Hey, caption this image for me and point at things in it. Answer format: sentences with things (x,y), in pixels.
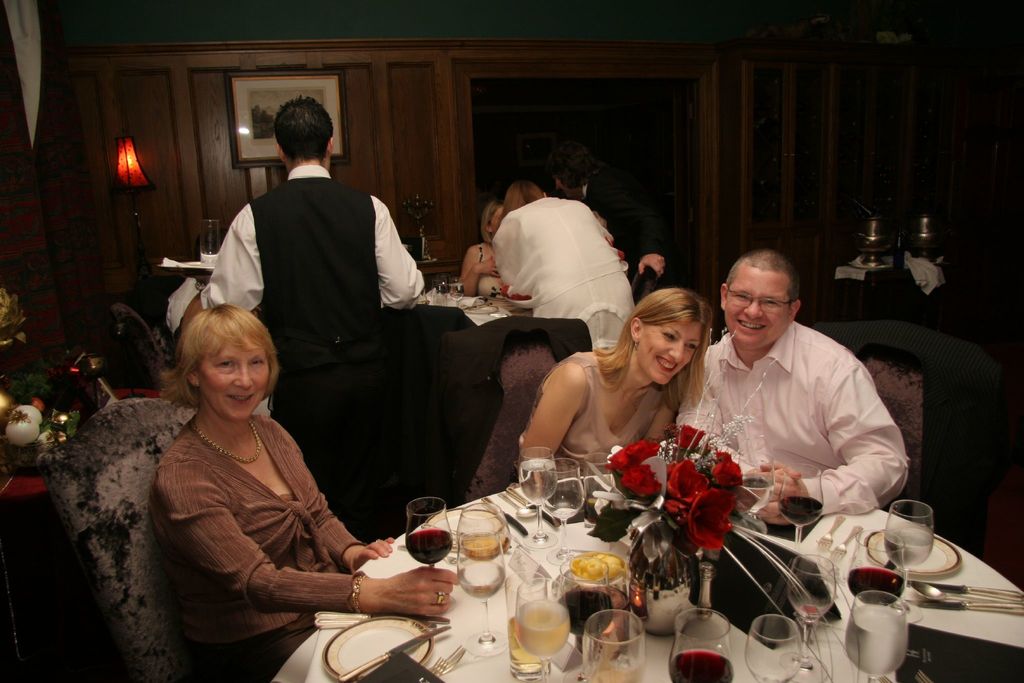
This picture is clicked in a restaurant (67,409). Here, we see many people (878,414) sitting on chair (913,426) around the table (653,677) and on the table (738,680), we see glass (612,649), plate (369,647), knife (431,635), fork (448,671), flower pot (682,448) and black book (953,645) are placed. Behind them, we see another table (471,321) and a cupboard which is brown in color and on wall (215,106), we see a photo frame (255,120).
